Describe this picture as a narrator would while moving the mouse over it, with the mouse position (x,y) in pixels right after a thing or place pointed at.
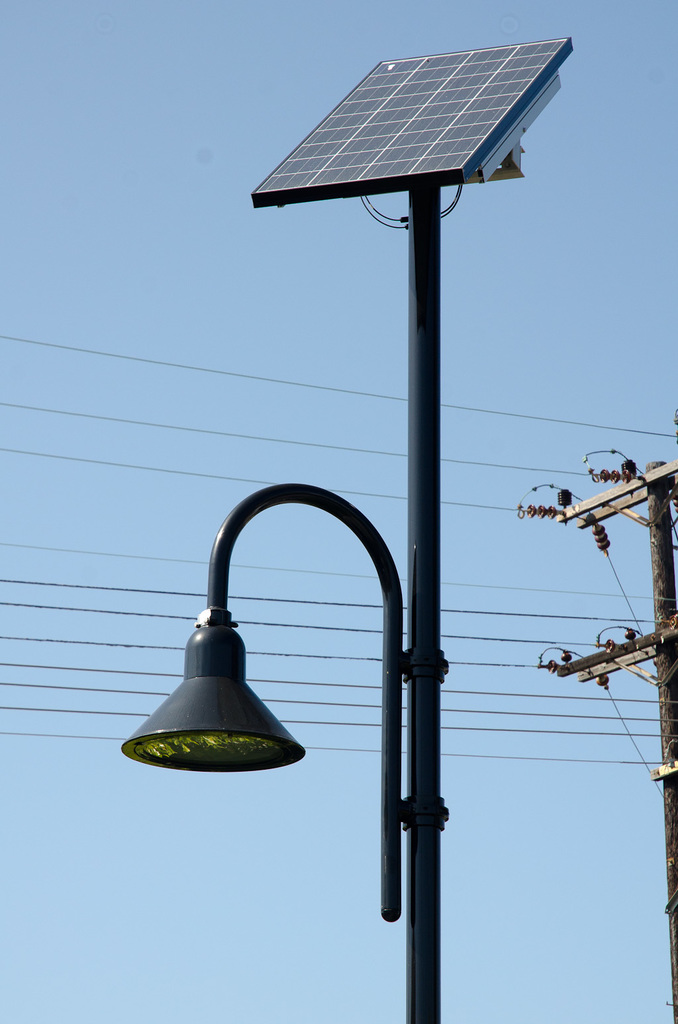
In the center of the image (251,501) there is a pole (433,197) with solar panel (458,133). There is a electric pole (677,659) and wires (531,695). In the background of the image (196,586) there is sky (57,913).
